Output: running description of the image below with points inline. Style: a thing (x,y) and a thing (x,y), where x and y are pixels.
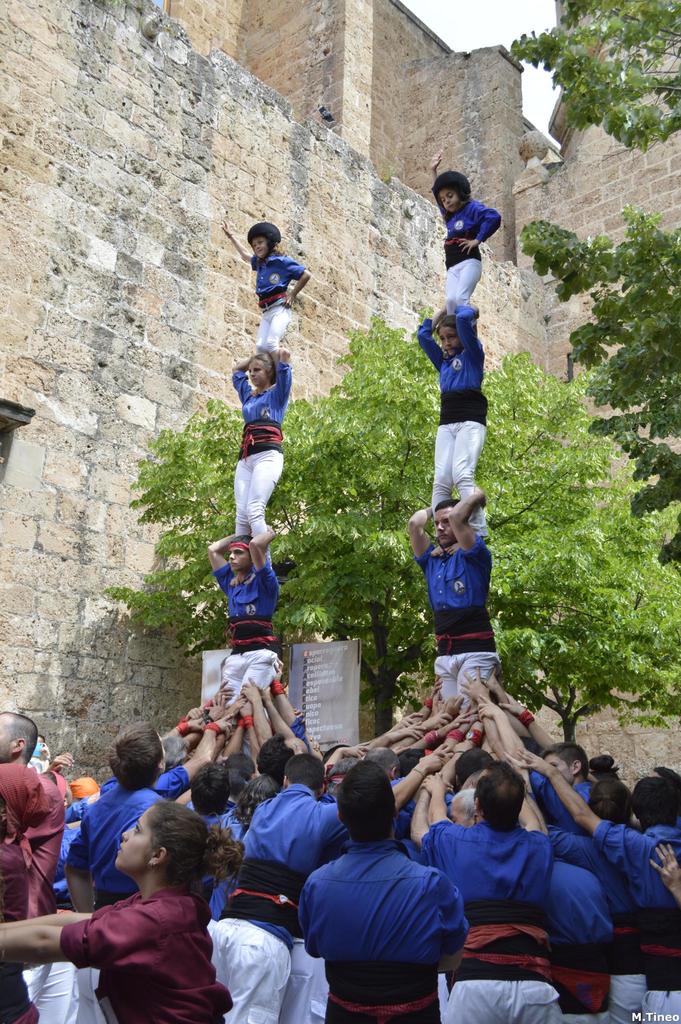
This image consists of many people (229,937) wearing blue shirts (409,954). In the background (243,100), there is a wall (100,638) made up of rocks (218,91). And there are trees (564,419). In the front (252,674), there are six persons (253,431) standing on one another.
